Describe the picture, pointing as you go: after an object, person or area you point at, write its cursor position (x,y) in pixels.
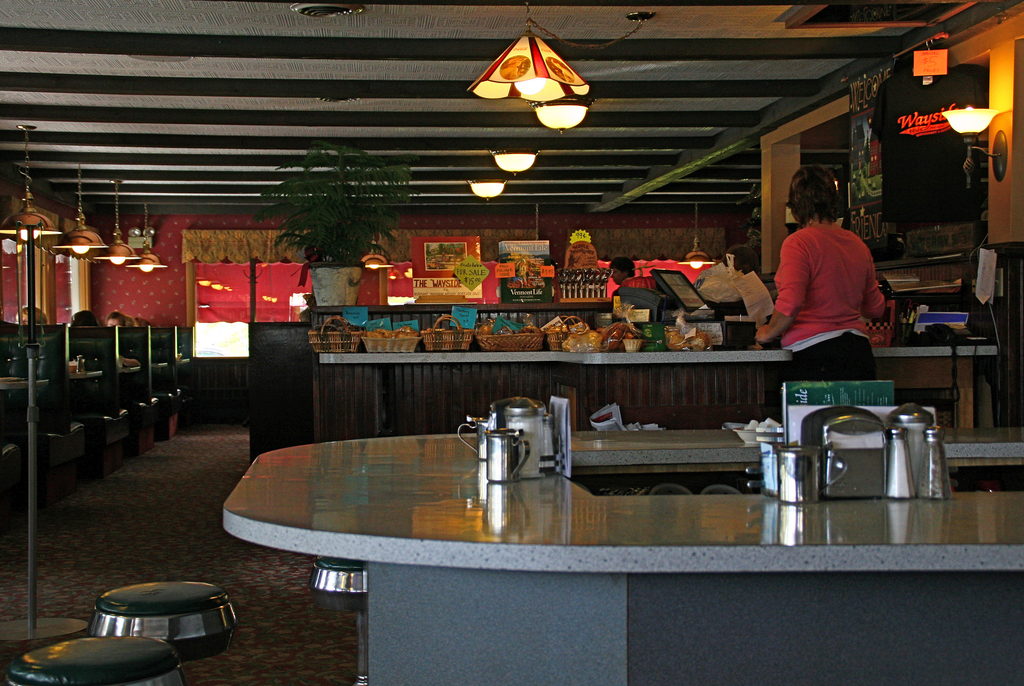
In this picture we can see few baskets (459,324), bottles (901,469), jugs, frames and other things (591,287) on the countertops (471,475), beside the countertop (477,493) we can see few persons (861,308), in the background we can see few lights (1003,175) and a plant (360,220).
